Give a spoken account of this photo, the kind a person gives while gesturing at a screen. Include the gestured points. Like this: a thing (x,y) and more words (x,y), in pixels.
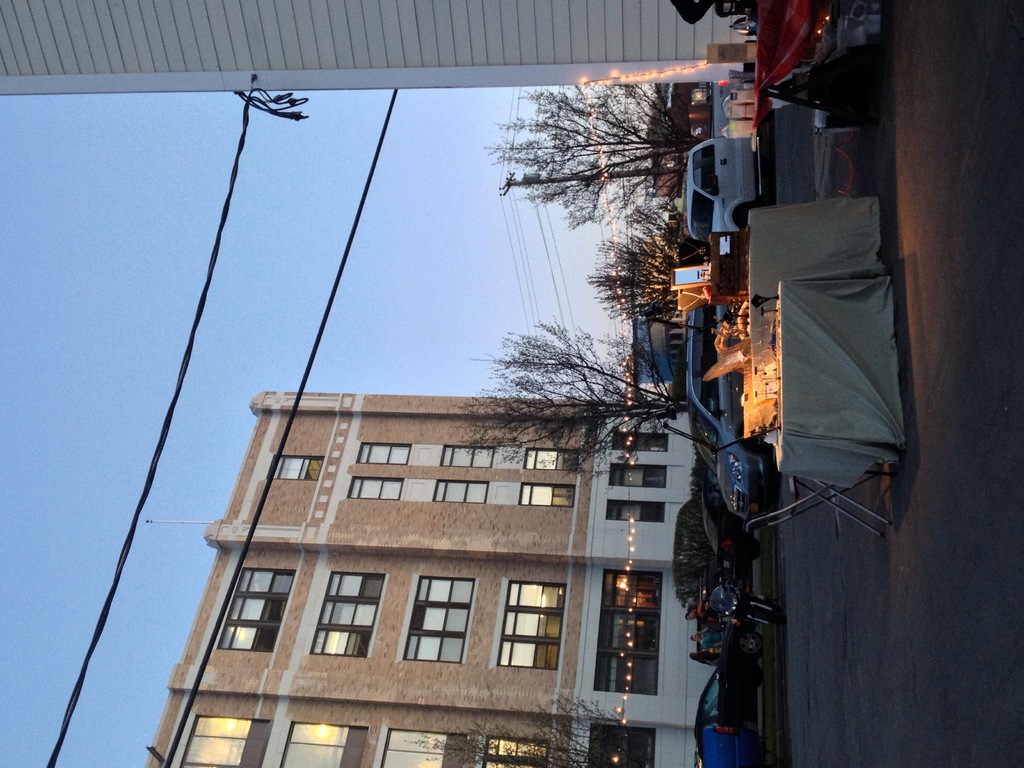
In this image I can see a chair (860,491) and a table (859,210). I can see few cars (715,462). In the middle of the image (494,421) I can see a building (537,648). I can see the sky (281,230). There are few trees (637,400).
